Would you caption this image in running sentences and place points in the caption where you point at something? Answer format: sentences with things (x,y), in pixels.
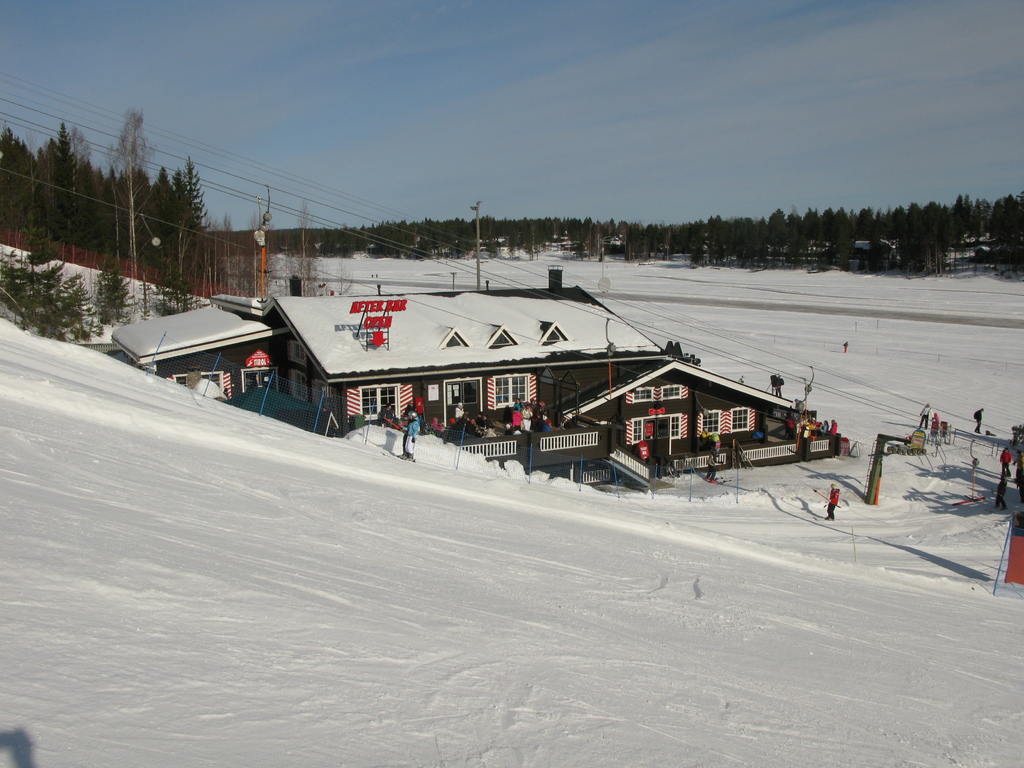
In the center of the image (404,411) there are sheds (354,377). At the bottom (248,561) there is snow (466,572). In the background (58,228) there are trees (456,245), poles (480,258) and sky (628,94). On the right (1006,459) there are people (828,506) walking.
